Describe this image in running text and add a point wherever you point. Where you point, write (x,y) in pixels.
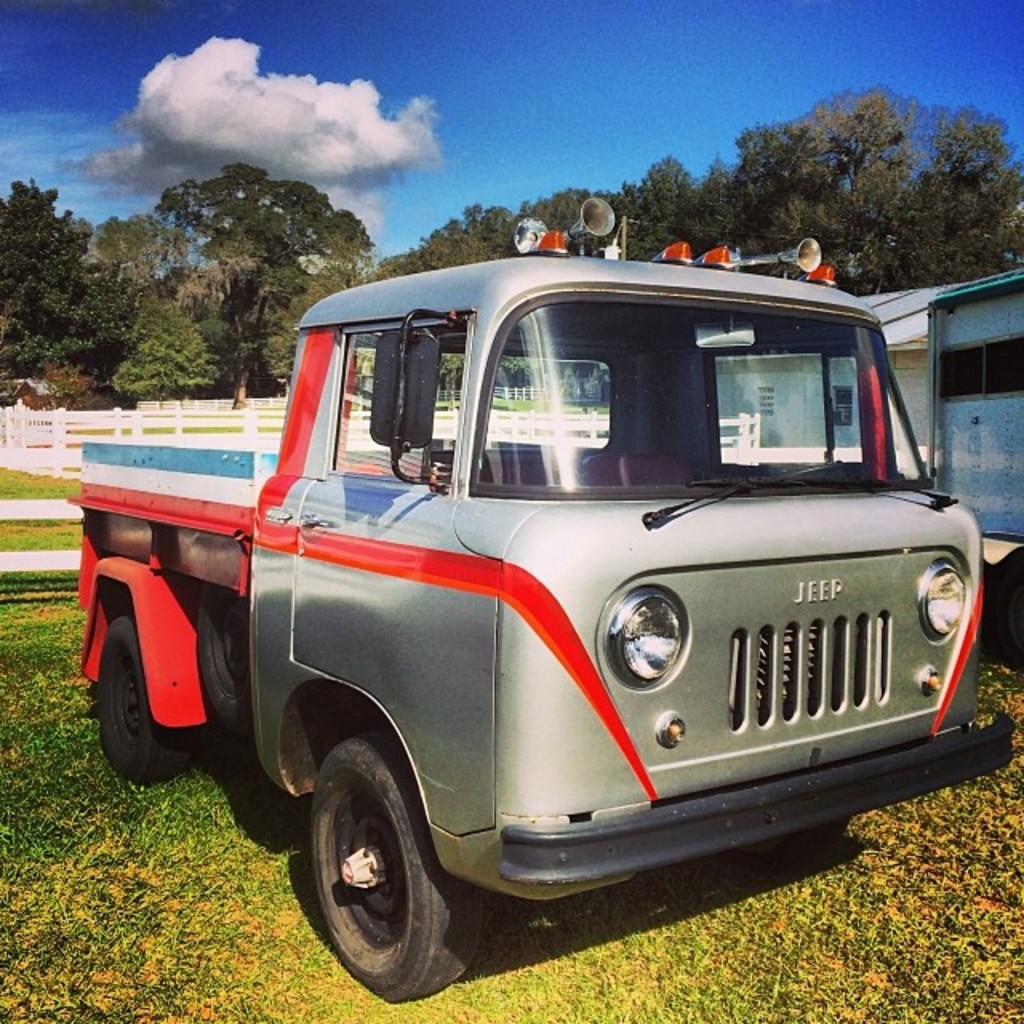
In the foreground of the image (413,511) there is a vehicle (383,657). At the bottom of the image (675,974) there is grass (704,938). In the background of the image (333,281) there are trees (904,153). There is a fencing (62,422). At the top of the image (523,51) there is sky (555,26) and clouds (176,115).
